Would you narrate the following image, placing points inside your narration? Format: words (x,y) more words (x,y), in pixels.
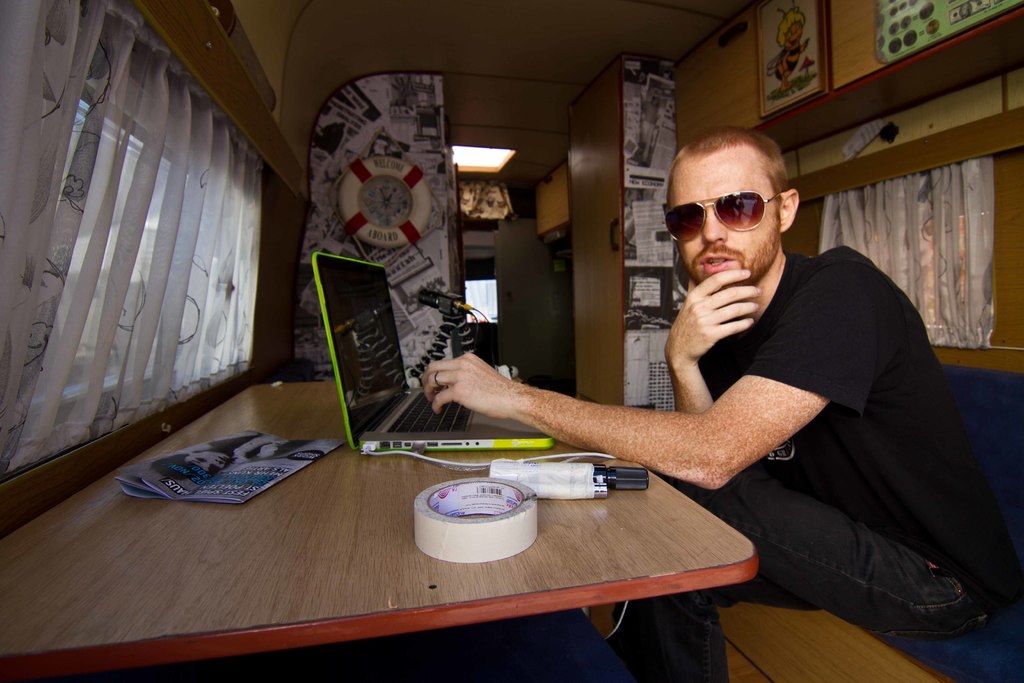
In this picture there is a person (884,417) wearing black T-shirt (872,431) is sitting and there is a table (486,471) in front of him which has a laptop (469,414) and some other objects (282,446) on it and there is a white curtain (86,231) in the left corner (126,201) and there is a door (605,167) and some other objects (503,187) in the background (522,232).
